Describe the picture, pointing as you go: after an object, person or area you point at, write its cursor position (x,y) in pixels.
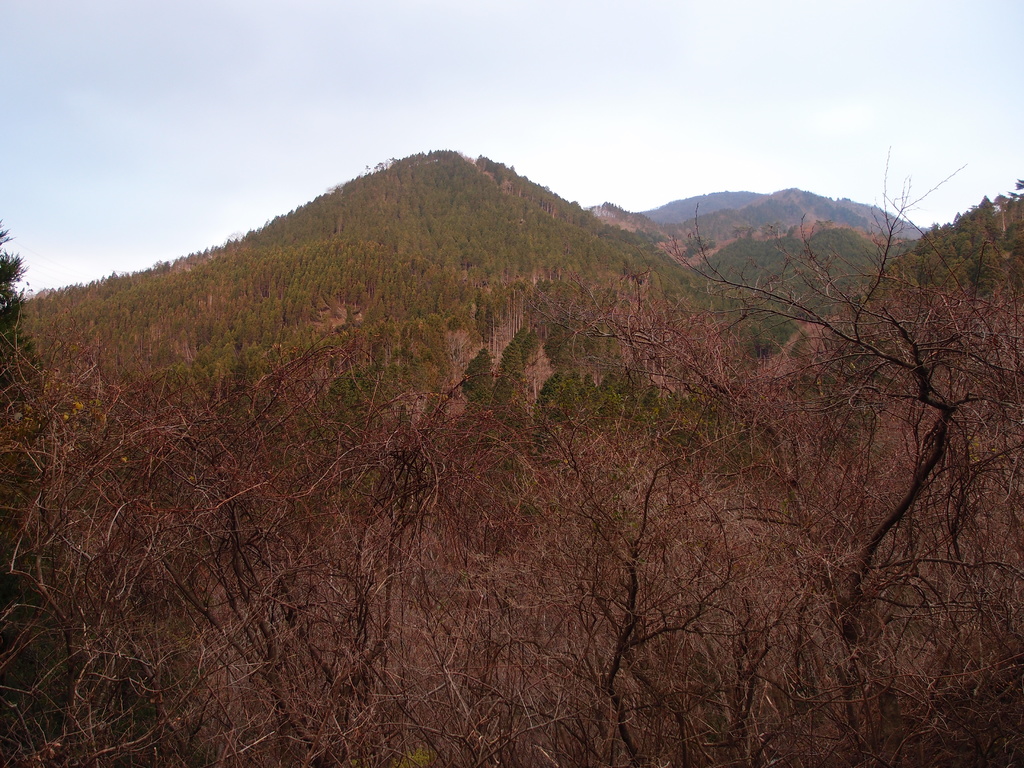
In this image there are some dried plants (69,621), behind that there are mountains (424,333) covered with trees (586,380).
